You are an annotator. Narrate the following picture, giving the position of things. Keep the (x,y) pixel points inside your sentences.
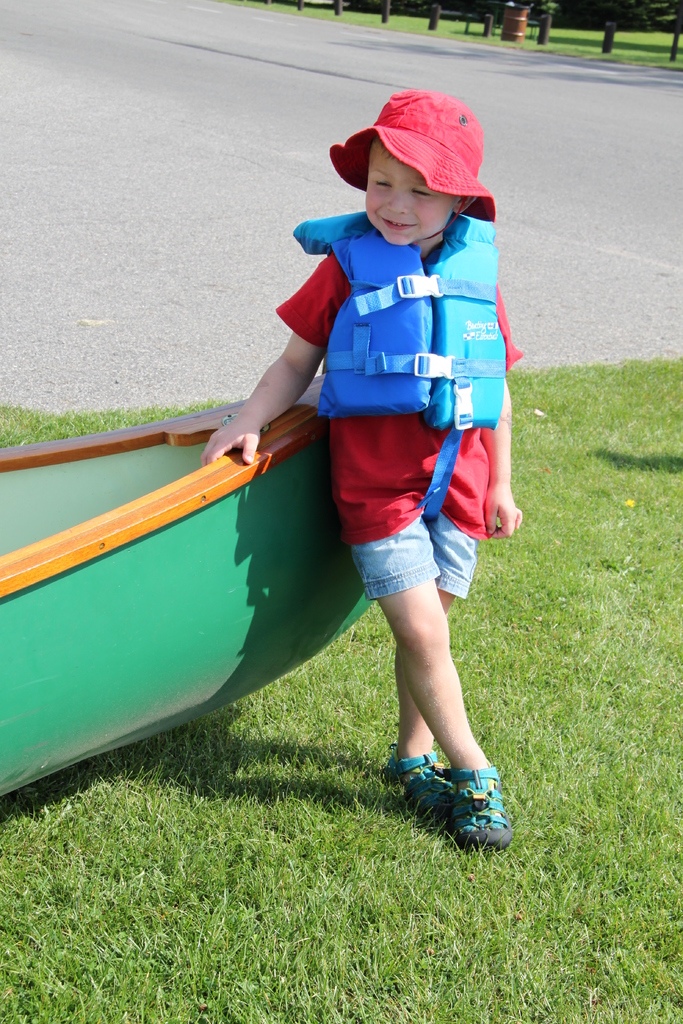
At the bottom (318,900), we see the grass (347,848). In the middle (373,488), we see a boy (476,322) in the red T-shirt (415,454) who is wearing a red hat (464,136) and a blue color life jacket (399,314) is standing. He is smiling. Beside him, we see a green color object (249,634) and it looks like a boat (168,560). Behind him, we see the road (210,250). There are wooden poles (609,40), a brown color drum (520,32), grass (536,30) and the trees (538,12) in the background (505,16).
